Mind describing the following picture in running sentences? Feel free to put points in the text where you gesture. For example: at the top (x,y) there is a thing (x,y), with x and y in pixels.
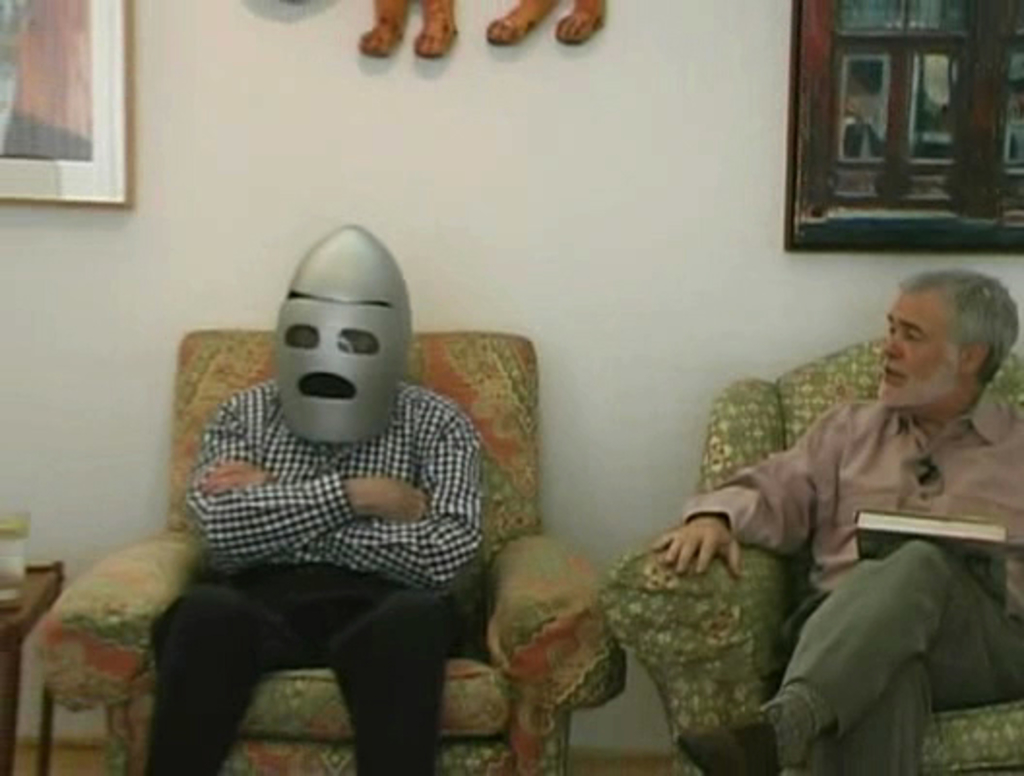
There are two men (380,521) sitting in the sofas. One of the guy (338,388) is wearing a mask (357,369) covering his face (308,333). Other guy (822,516) is looking at him. In the background (57,80) there are some photo frames (64,61) attached to the wall (361,186).
